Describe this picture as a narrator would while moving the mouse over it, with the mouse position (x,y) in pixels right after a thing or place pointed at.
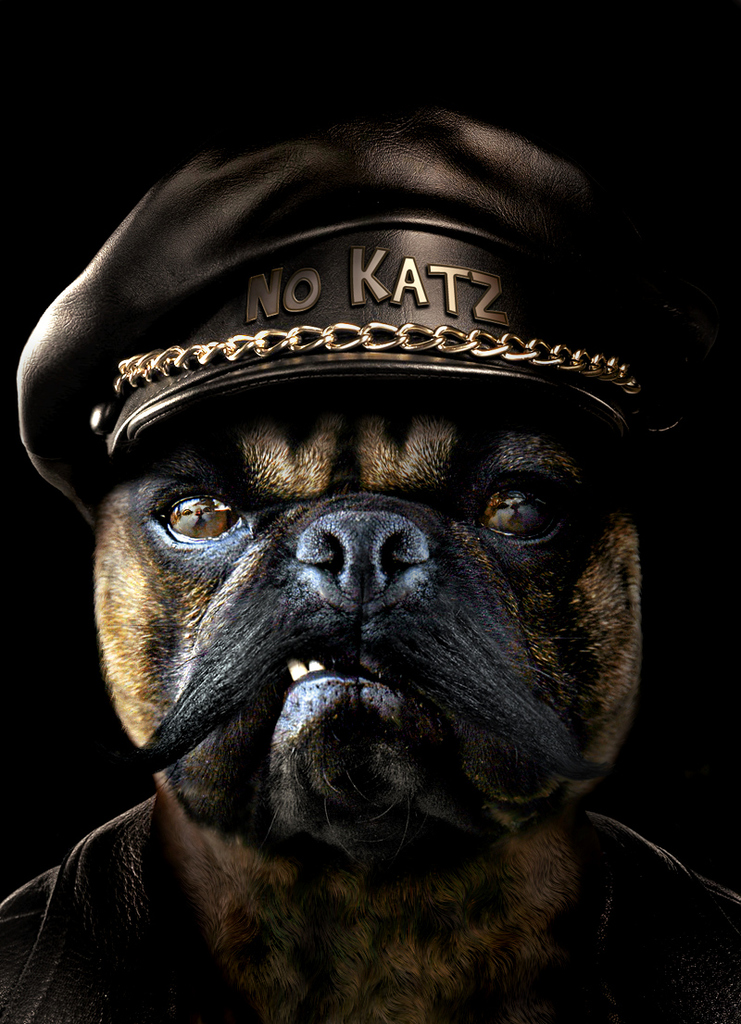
In the image there is a depiction of an animal (416,599).
